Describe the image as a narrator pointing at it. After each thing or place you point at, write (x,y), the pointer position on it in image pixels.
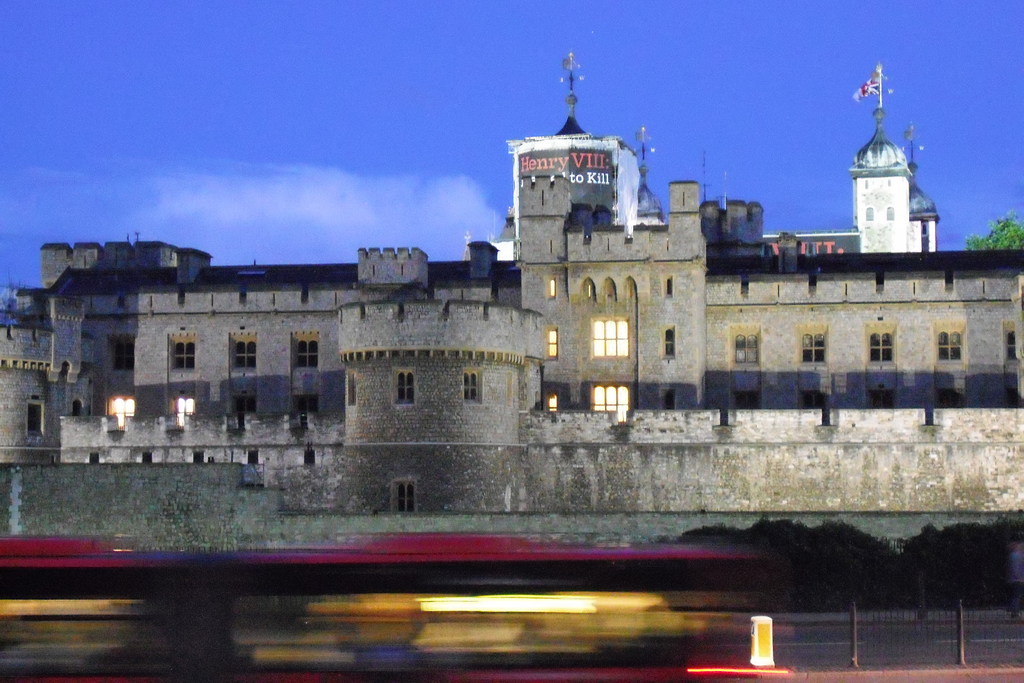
In this image at the bottom (307,620) we can see the image is blur but we can see an object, fence (864,632) and road (1019,661). In the background (774,308) there are trees (883,604), buildings (536,299), windows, a tree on the right side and clouds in the sky (406,32).
